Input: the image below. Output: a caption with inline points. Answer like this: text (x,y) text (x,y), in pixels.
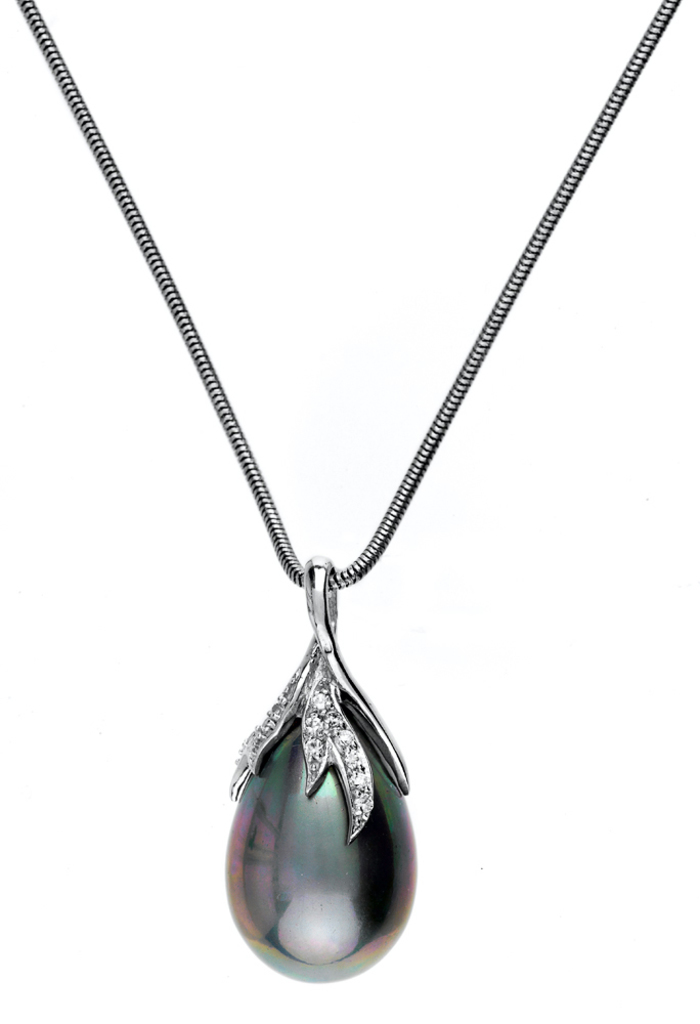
In this image I can see a locket (354,798) to a chain (428,462). The background (306,488) is in white color.
